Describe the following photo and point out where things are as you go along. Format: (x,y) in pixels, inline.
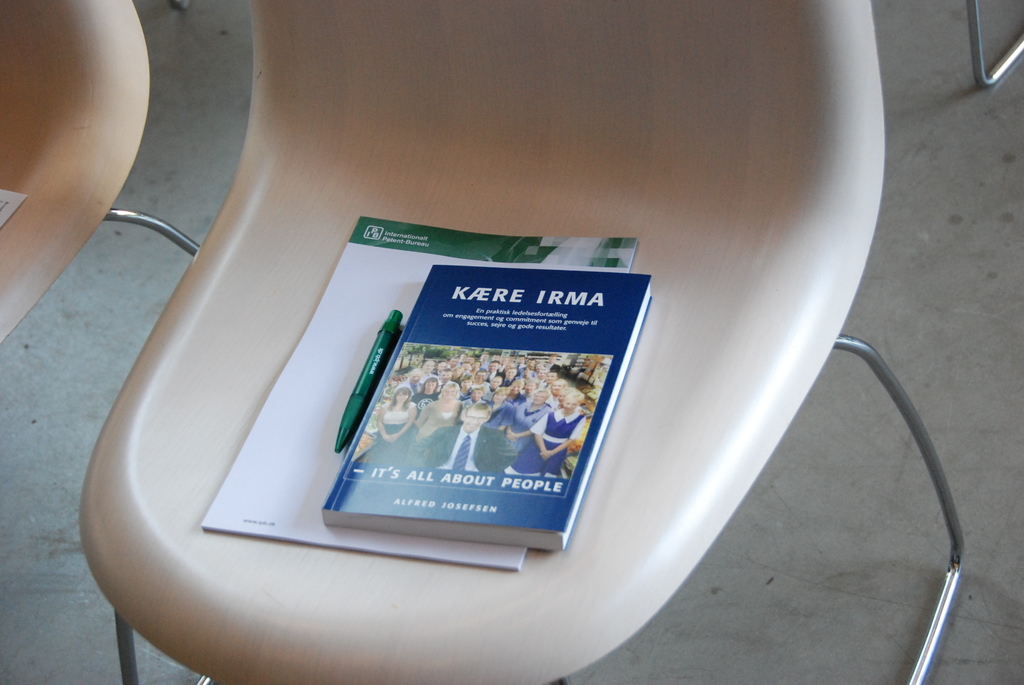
In this we can see a blue colour book (481,383), pen (362,385) and a paper (329,374) on the chair (304,42). This is a floor (947,293). We can see the stand (993,83) of a chair (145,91). This is also a chair (95,176).
